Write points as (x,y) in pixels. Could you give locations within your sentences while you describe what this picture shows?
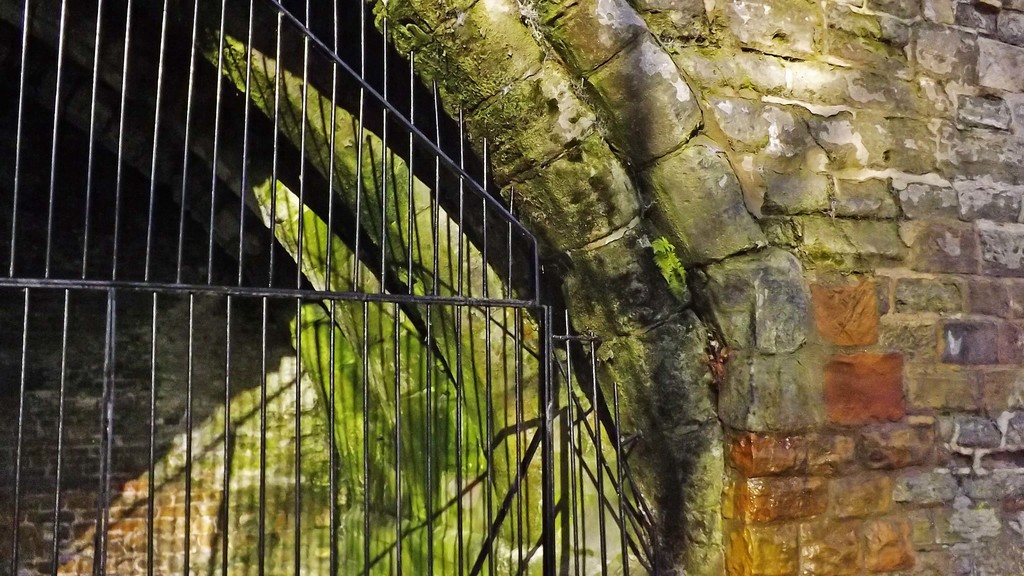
In the image there is a cellar (446,215) on the left side (314,54), on the right side (811,283) it's a brick wall (811,283).
